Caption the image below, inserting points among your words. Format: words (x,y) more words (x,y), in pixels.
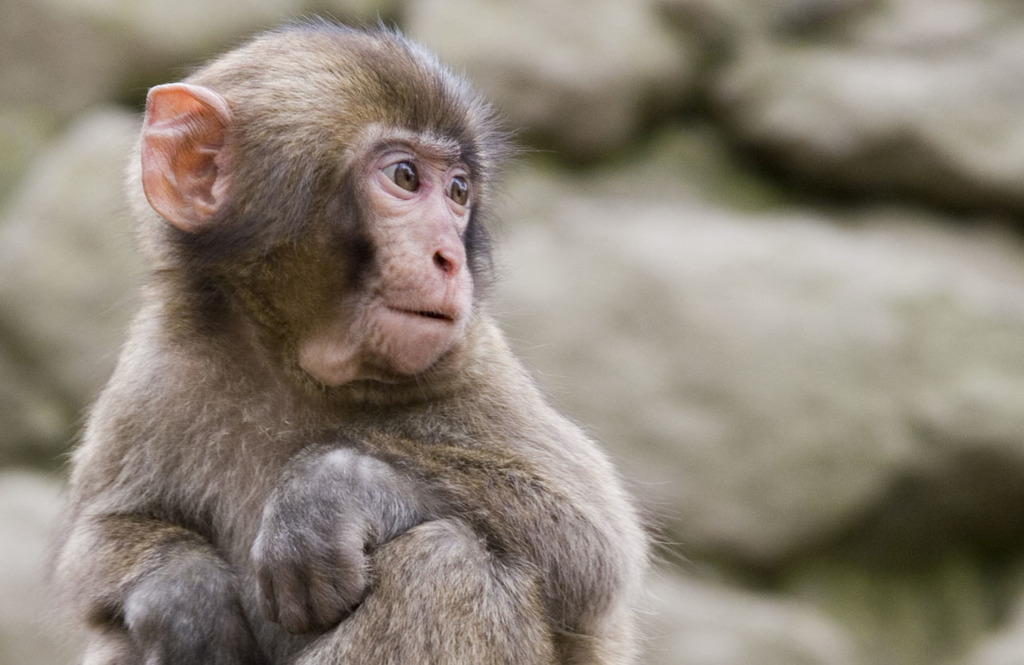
In this image I can see a monkey (386,440). The background of the image (694,267) is blurred.
